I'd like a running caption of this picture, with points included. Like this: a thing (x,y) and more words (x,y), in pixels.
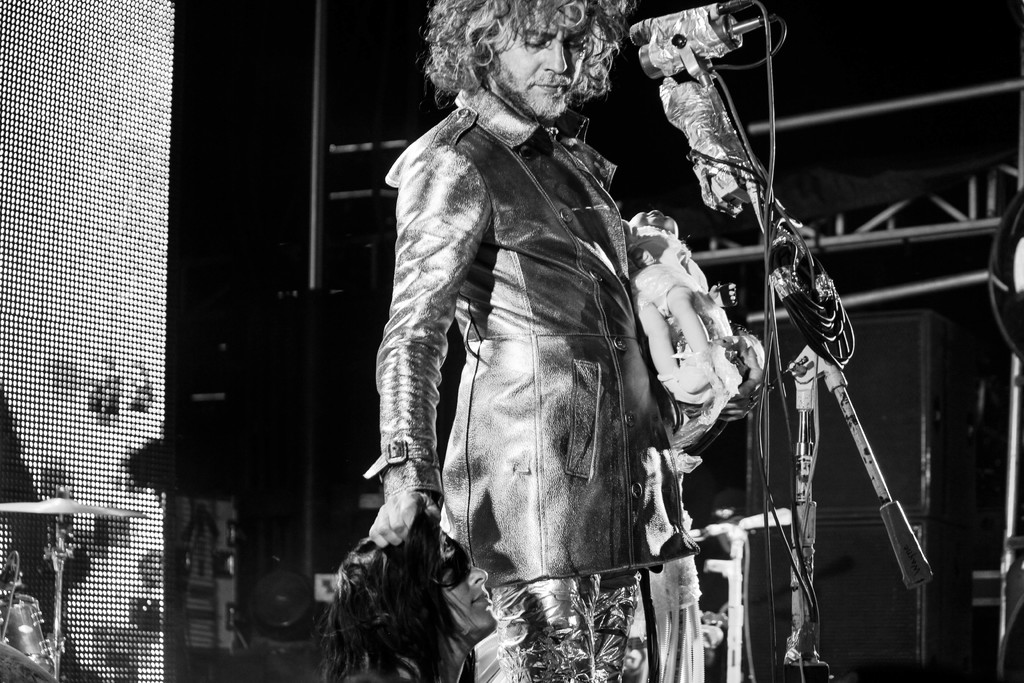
In this picture I can see a man (556,433) is standing in front of microphones (729,176). This picture is black and white in color. On the left side (32,508) I can see some musical instruments (52,505).
